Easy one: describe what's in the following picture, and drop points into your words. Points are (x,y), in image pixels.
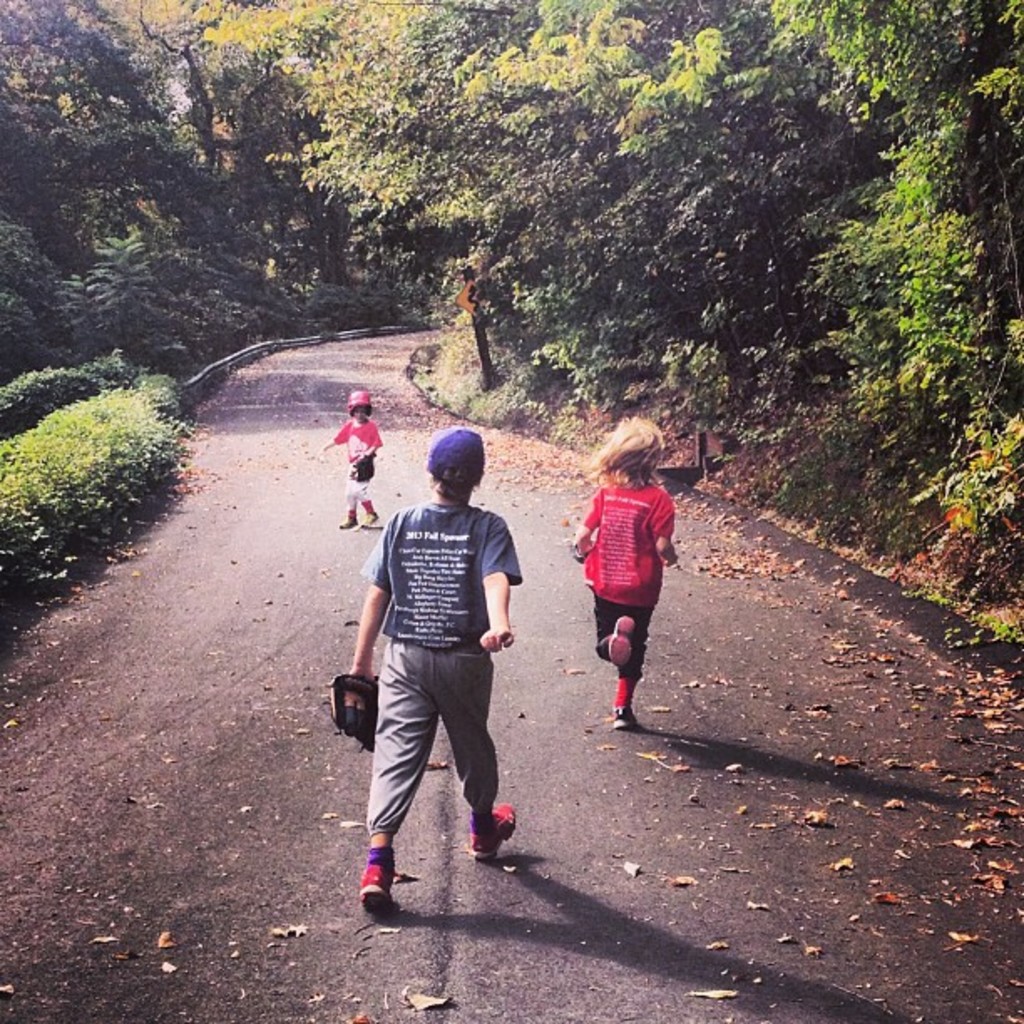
In this image I can see three people (638,513) are walking on the road (179,746). These people (471,749) are wearing the different color dresses (478,551). I can see these people (426,695) are wearing the gloves (339,719). To the side of these people (418,707) I can see many trees (557,209).
